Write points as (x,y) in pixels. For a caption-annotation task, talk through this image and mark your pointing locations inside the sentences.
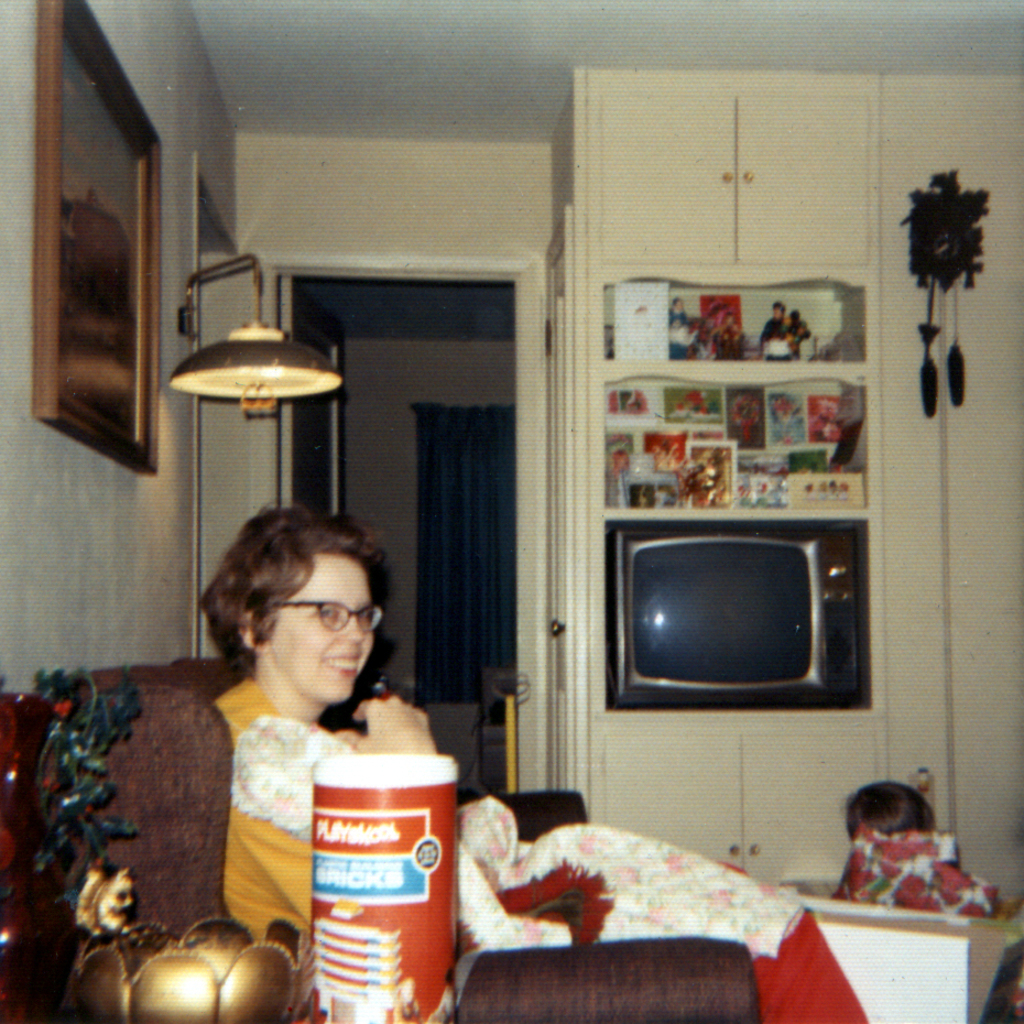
In this image I can see a woman (284,893) wearing yellow dress (280,864) is sitting on a couch (186,756) which is brown in color and few other objects (131,941). In the background (747,576) I can see a television (766,652), few photo frames (737,472), the white colored wall (973,517), another person's head (891,791), a light (276,375), a photo frame (120,371) attached to the wall (33,63), the door (298,478) and the curtain (470,558).
